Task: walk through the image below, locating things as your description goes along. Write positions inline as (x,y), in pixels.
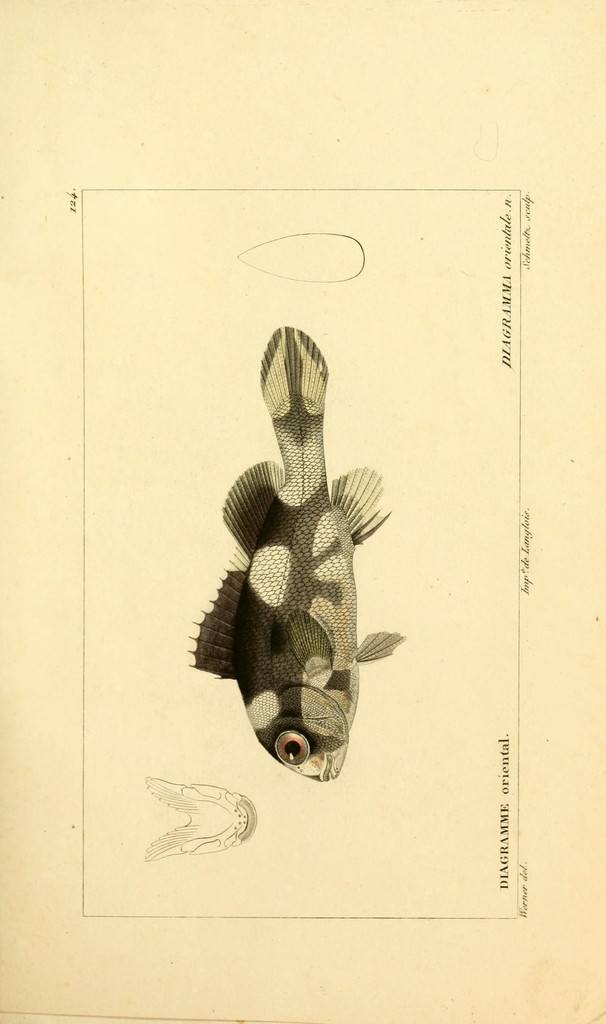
In this image we can see drawings (263,581) and something written on this picture.
